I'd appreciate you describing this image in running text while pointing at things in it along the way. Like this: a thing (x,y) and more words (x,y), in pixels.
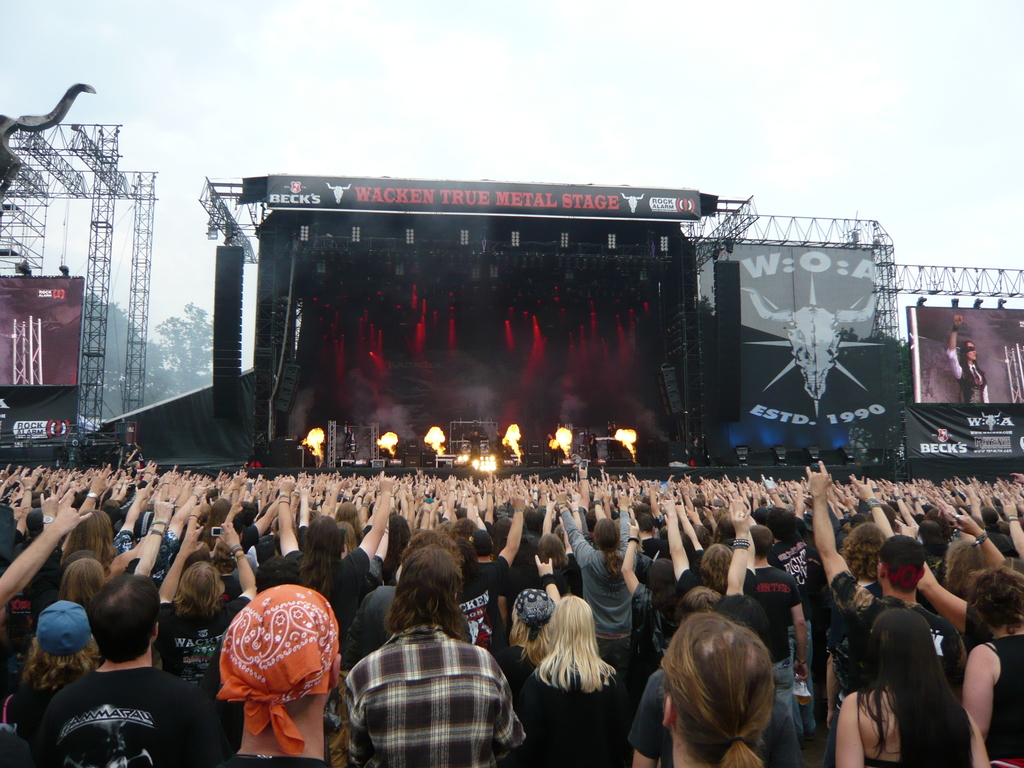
In this image there are a few people (385,579) standing in a concert, in front of them on the stage (366,441) there are a few musicians (352,444) performing, beside the stage (505,380) there are a few banners (816,302) and there are metal structures (258,320), behind the metal structures (89,295) there are trees (173,357) and there is fire (435,444) blowing out on the stage (412,387).
